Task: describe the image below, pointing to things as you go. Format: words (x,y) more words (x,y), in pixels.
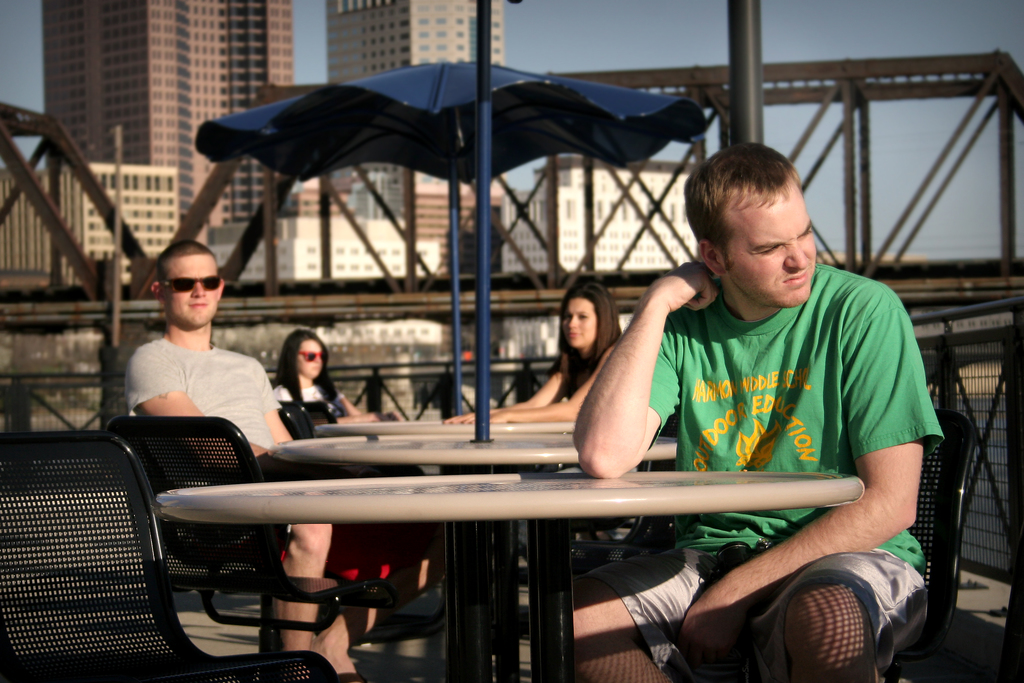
In this image I can see four people (574,399) sitting on the chairs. In the background (240,74) there is a building (347,54) and the sky (776,43).
